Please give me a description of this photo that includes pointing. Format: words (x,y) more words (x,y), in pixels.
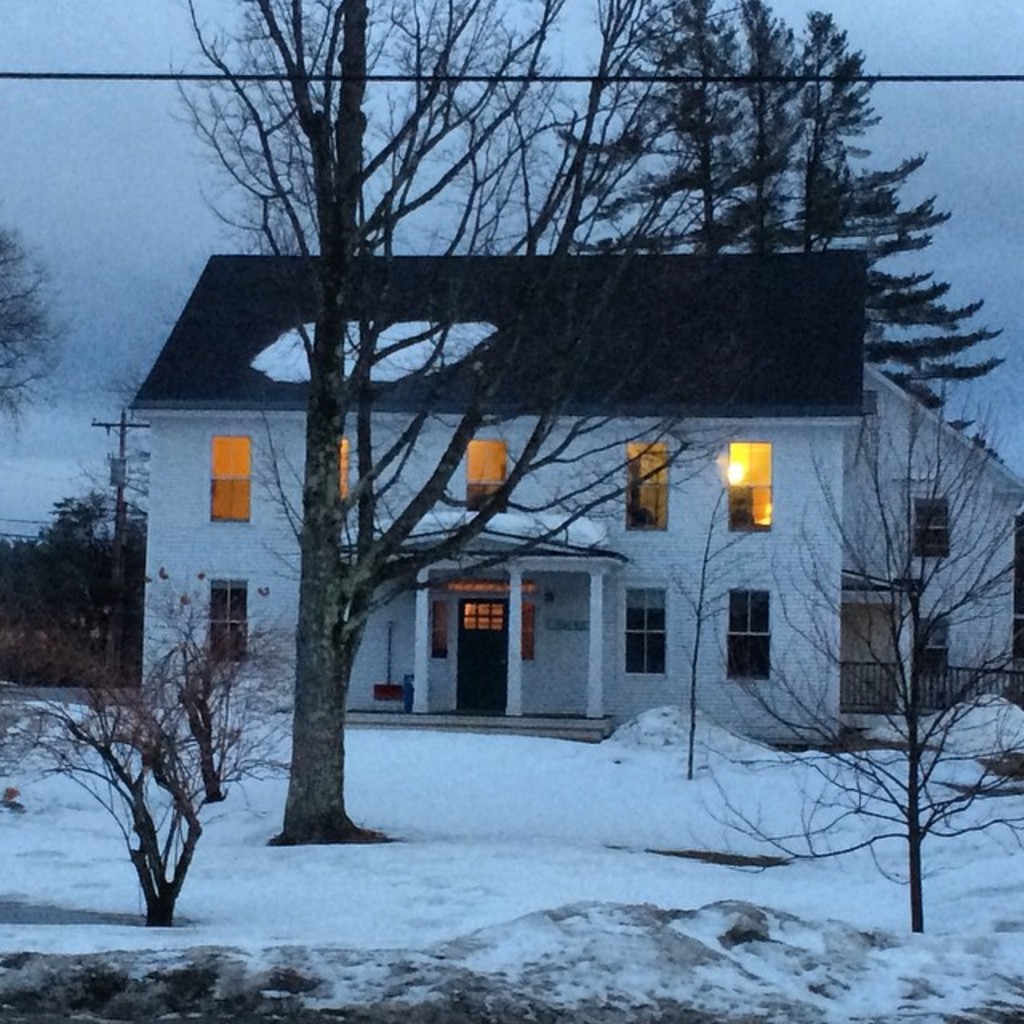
In this picture there is a building (851,503). On the bottom (293,914) we can see plants (881,808) and snow (676,818). On the left (88,537) there is a electric pole (126,485) and trees (23,562). At the top (860,81) we can see sky (880,62) and clouds (880,62). In the building (551,483) we can see windows (756,471), doors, lights (730,462) and porch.
